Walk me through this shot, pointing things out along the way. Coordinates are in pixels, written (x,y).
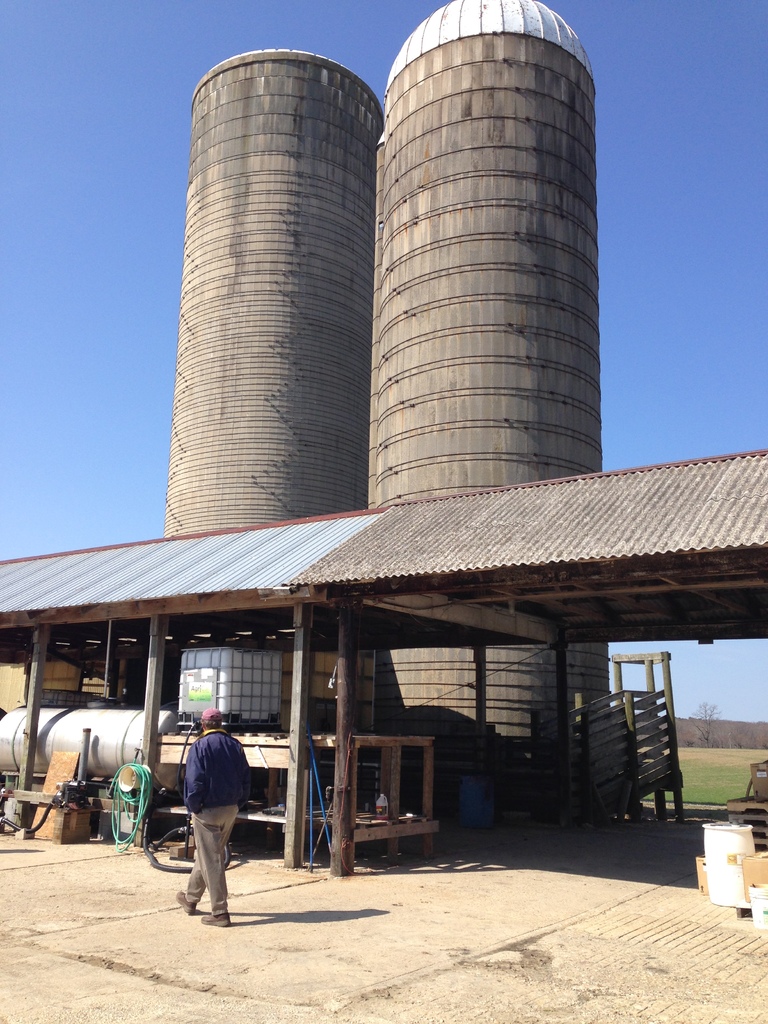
This picture is clicked outside. In the foreground (220,785) we can see a person (204,813) walking on the ground (270,945) and we can see the table (354,772) and many other objects (722,843) are placed on the ground (542,895). In the center (449,557) we can see a gazebo (302,608) and the towers (482,408) and we can see the grass (684,767), wooden planks (650,732) and some other items (16,757). In the background (696,235) we can see the sky (696,312).
